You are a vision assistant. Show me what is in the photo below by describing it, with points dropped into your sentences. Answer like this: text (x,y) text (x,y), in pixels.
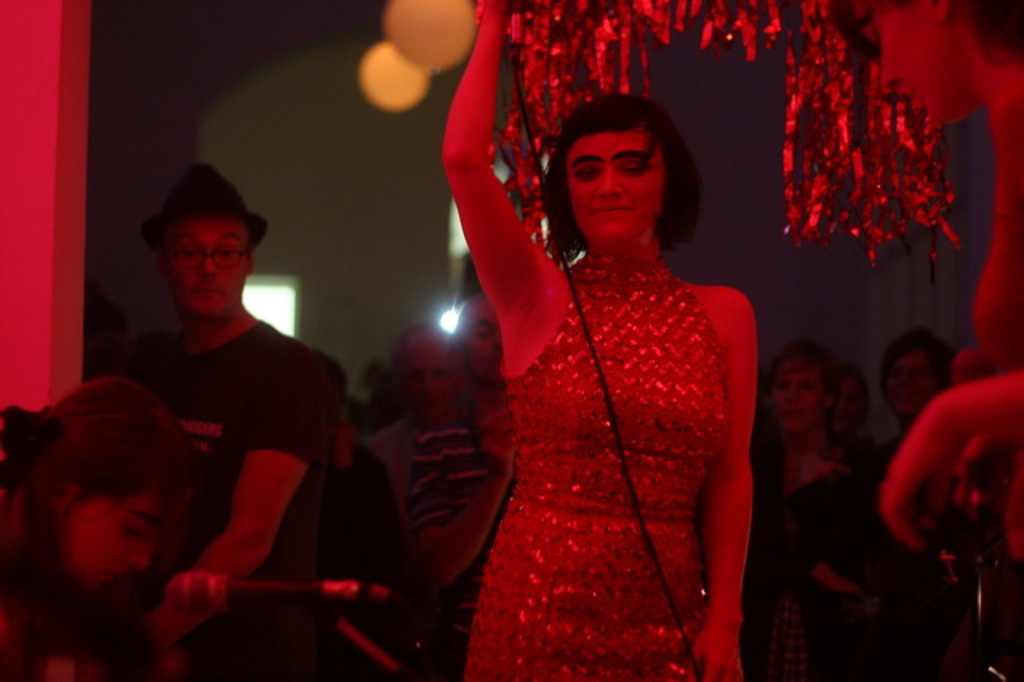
In this image I can see a woman (508,296) in the centre of the image (682,426) holding an object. There are group of people (54,457) and in the background (157,129) there are walls (964,189).
